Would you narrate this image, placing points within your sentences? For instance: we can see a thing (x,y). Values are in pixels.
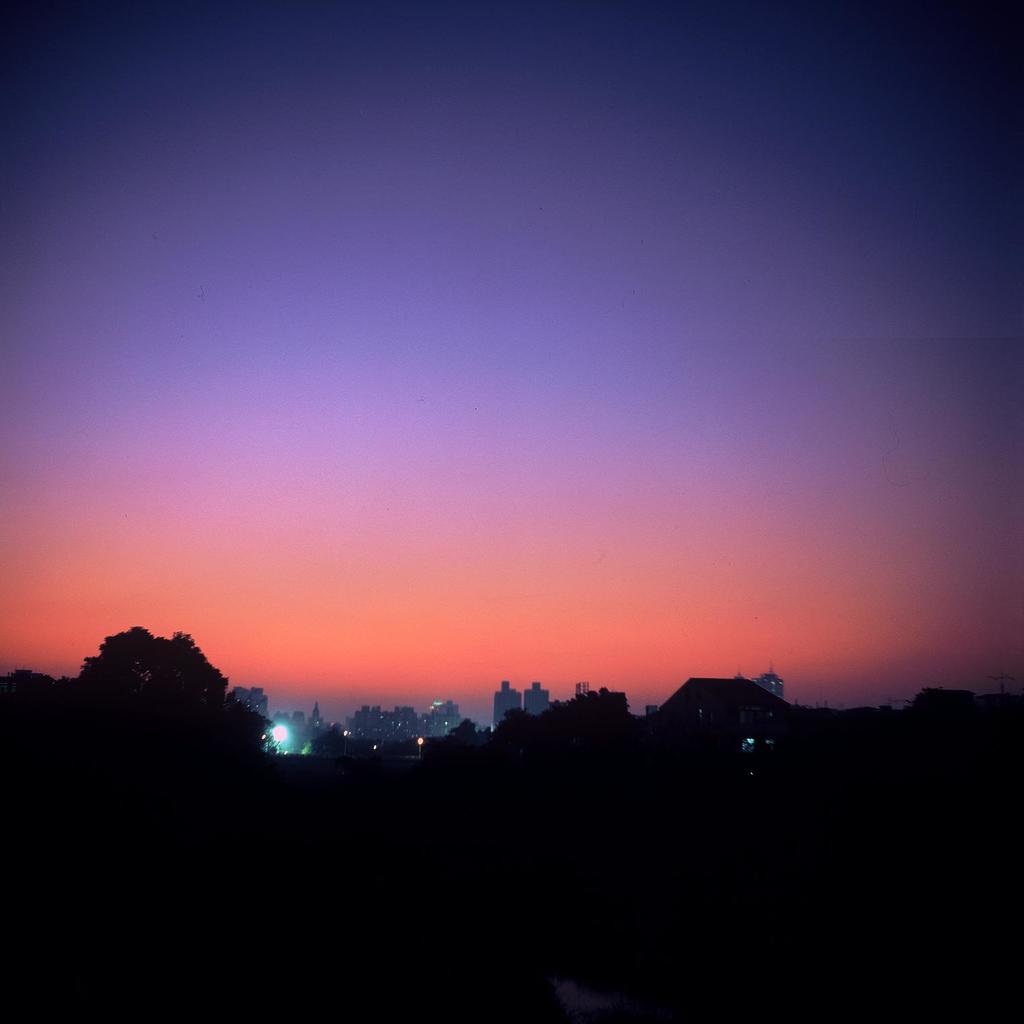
In this image I can see number of buildings (734,731) and few trees (62,681) in front (128,690) and I see that it is a bit dark. On the top of this picture (402,150) I can see the sky (616,243).
